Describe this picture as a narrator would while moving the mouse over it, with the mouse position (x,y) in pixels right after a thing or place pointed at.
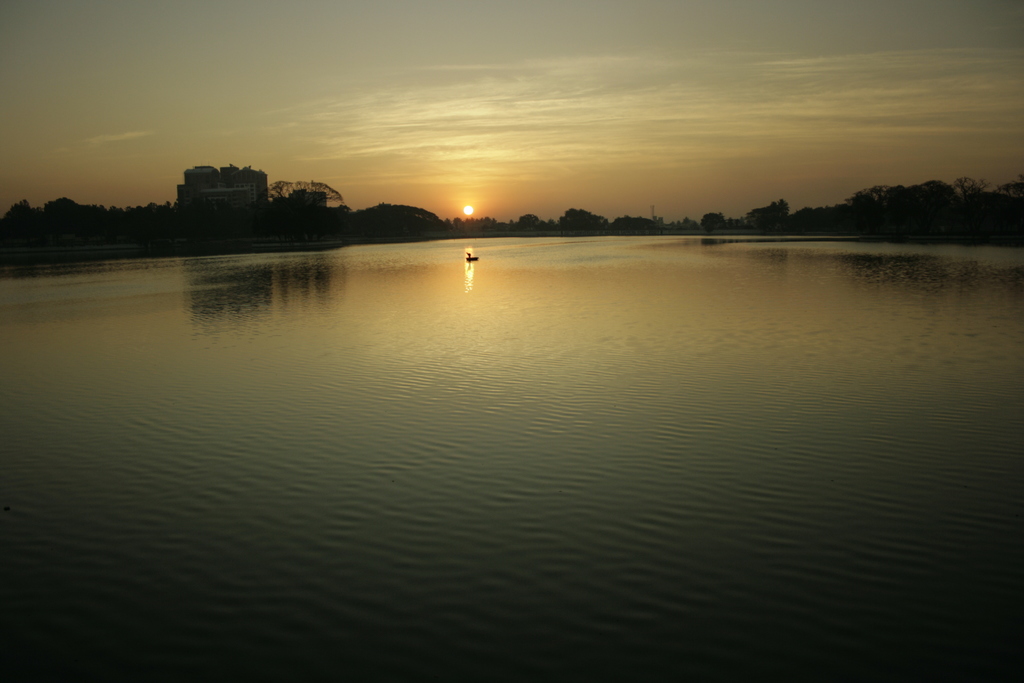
In this image there is the sky (575,118) towards the top of the image (567,113), there is the sun (466,208) in the sky (491,181), there is a building (263,191), there are trees (309,208), there is water (565,457) towards the bottom of the image (681,472), there is an object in the water (454,307).
